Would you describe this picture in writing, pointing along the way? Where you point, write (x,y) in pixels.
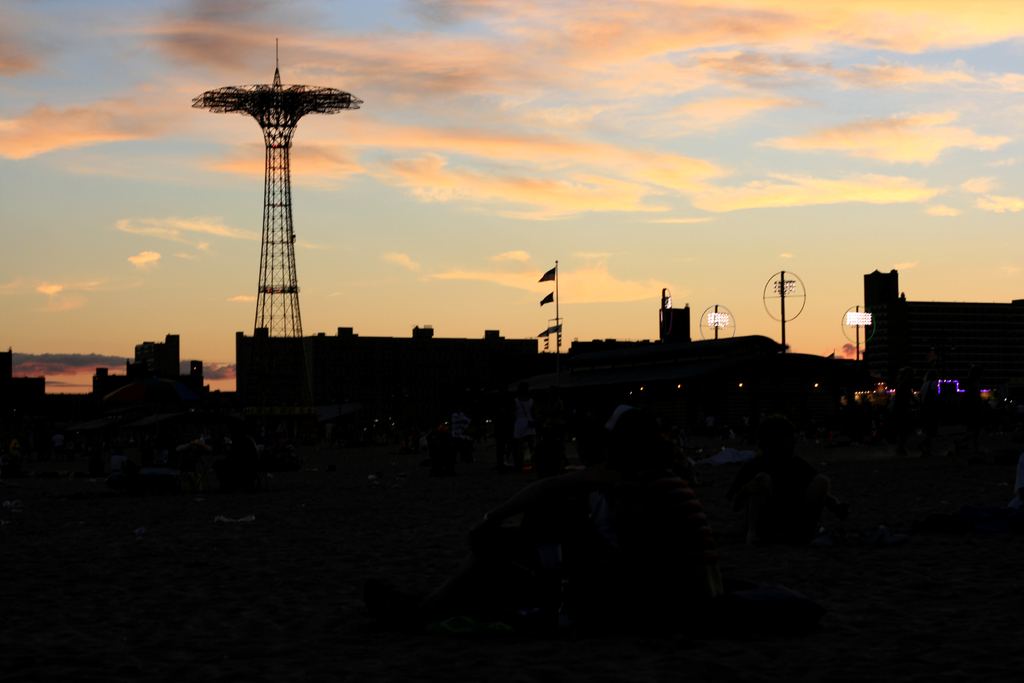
At the bottom (439,591) the image is dark but we can see few persons (651,569) are sitting and standing on the sand (339,616) and there are other objects (464,622). In the background (636,348) there are buildings (693,346), poles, flags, tower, lights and clouds (624,301) in the sky (437,276).
